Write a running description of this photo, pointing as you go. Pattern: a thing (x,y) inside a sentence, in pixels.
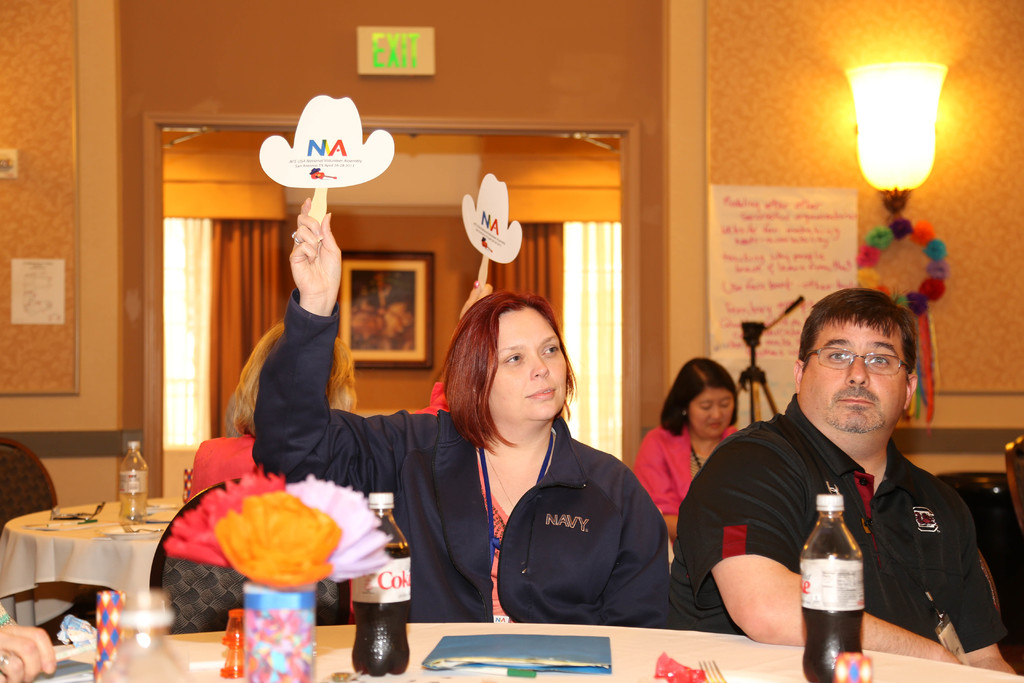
In this picture a lady (530,488) with black jacket (522,523) is raising her hand (298,258) By holding a paper (320,169) in her hand (316,239). And to the right side (771,487) there is a men (799,498) with black t-shirt (746,485) is sitting. In front of them there is a table (708,641). On the table (775,669) there is a bottle (826,615), flowers (285,529), file (499,642), fork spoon (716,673). In the background (743,115) there is a wall (750,133) with the poster (781,241) on it. And we can see a lamp (917,144). In the middle of the picture (393,286) there is a frame (391,259).
